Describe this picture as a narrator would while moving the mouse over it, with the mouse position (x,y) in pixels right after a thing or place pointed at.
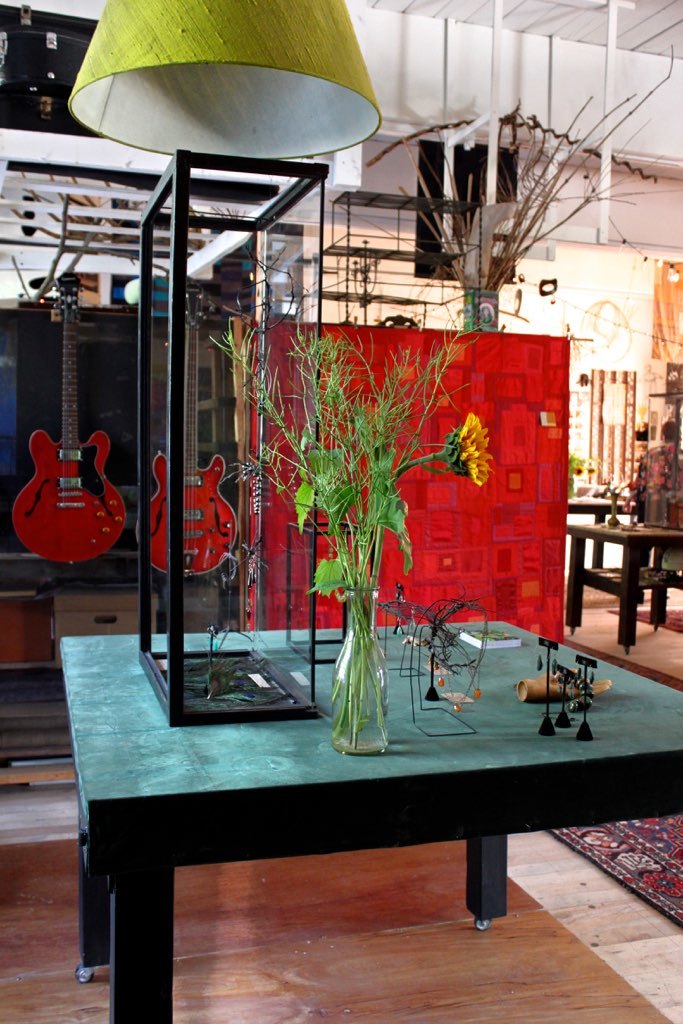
In this image, There is a table (475,815) of blue color on that some objects (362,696) are kept and there is a bottle (355,686) in which there is green color plant (358,671) and in the top (174,72) there is a green color object (199,74) and in the background (53,488) there are two red color music instruments (187,477).
